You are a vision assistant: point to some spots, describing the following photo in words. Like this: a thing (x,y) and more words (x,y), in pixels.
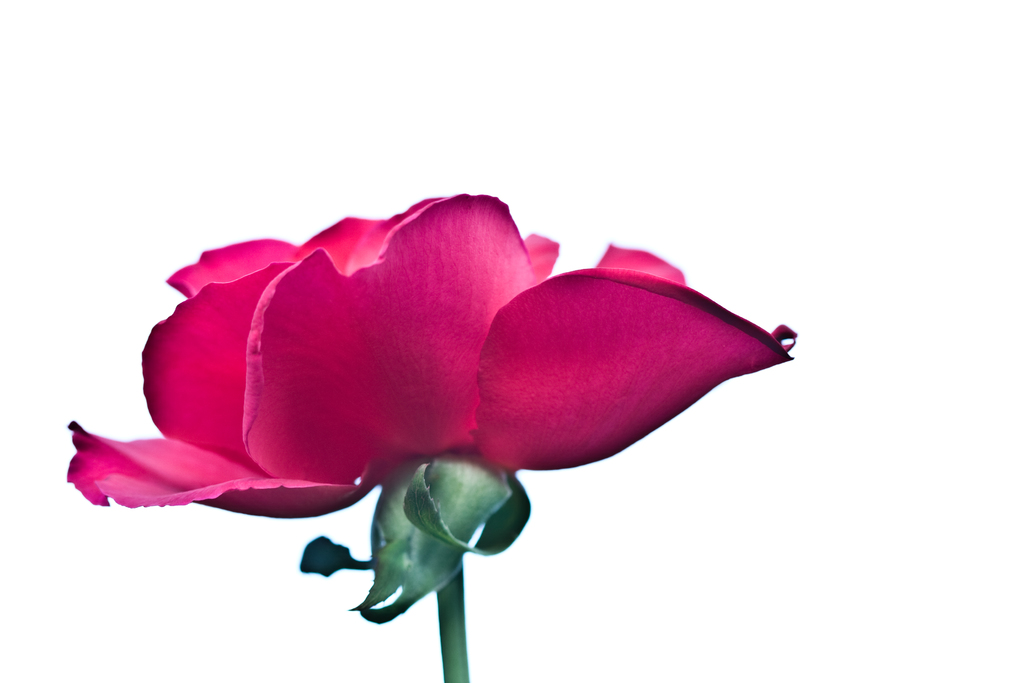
In the middle of the image (460,397) there is a beautiful pink colored rose flower (363,347).
